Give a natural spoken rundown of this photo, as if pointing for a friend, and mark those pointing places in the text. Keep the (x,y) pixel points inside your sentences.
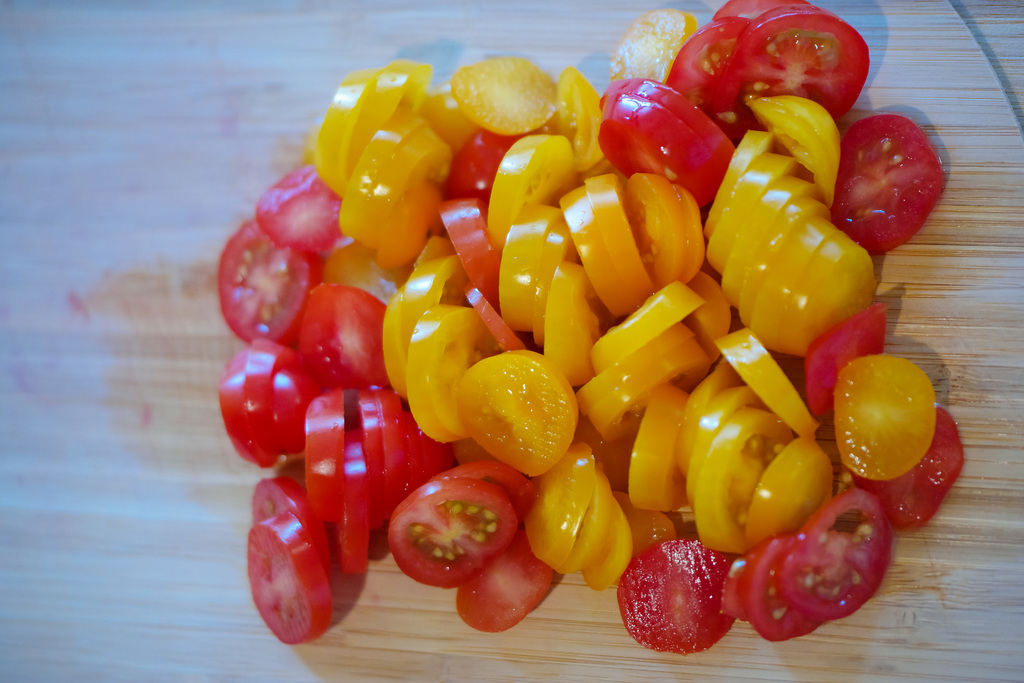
This image consists of tomatoes (588,398) in red and yellow colors are kept on a chopping board (33,624).
